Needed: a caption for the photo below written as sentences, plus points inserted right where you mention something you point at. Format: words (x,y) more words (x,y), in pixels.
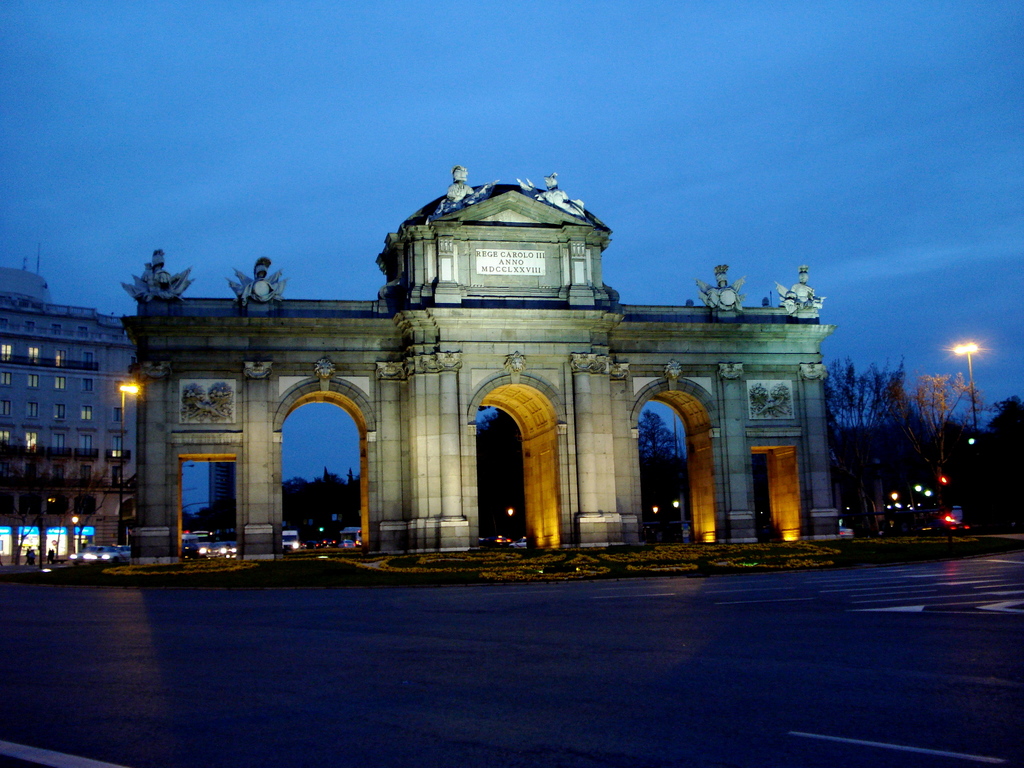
At the bottom (455,665) we can see road (590,611). In the background (544,392) we can see arch (447,401) and a name board (480,262) on it. On the left side (86,428) we can see buildings (114,494), windows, few persons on the road (40,593) and we can also see light poles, vehicles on the road (5,619), trees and clouds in the sky (497,127).
